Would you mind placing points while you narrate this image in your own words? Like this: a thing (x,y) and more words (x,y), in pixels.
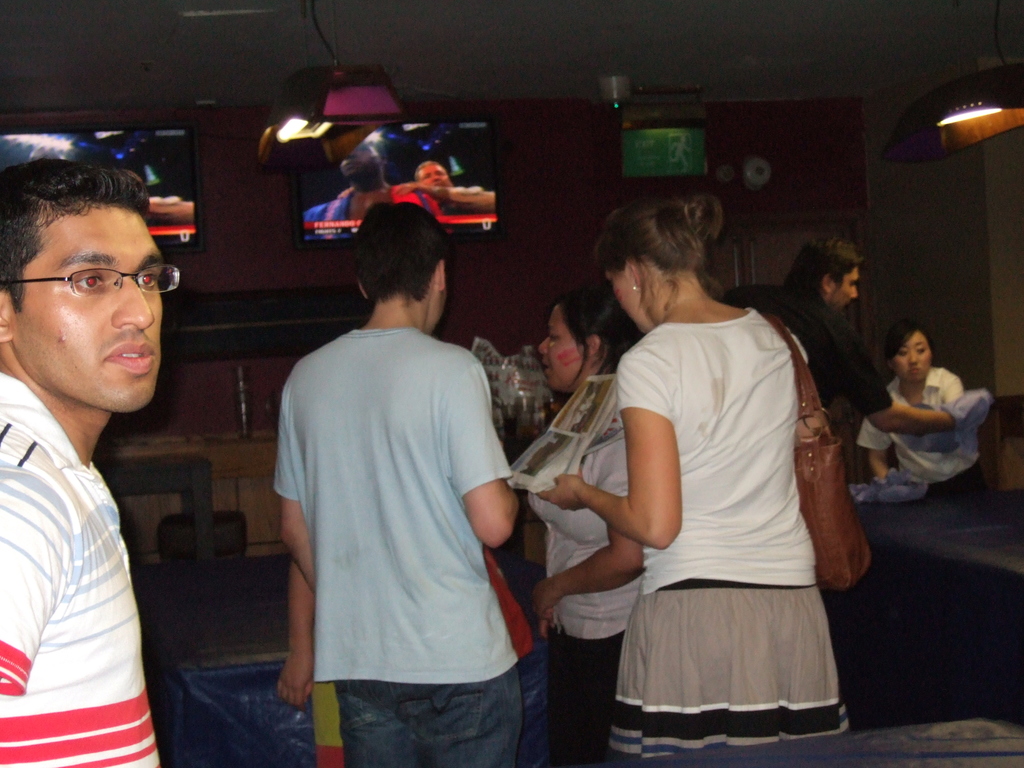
In this image there are group of persons (408,567) standing, there is a woman (734,442) wearing a bag (795,433) and holding an object (593,441), there is a man (70,406) towards the left of the image (82,289), there is an object (833,750) towards the bottom of the image (890,738), there are lights (317,125), there are televisions (389,161), there is the wall (251,229), there are objects (236,311) on the wall (259,283), there are objects (230,584) on the ground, at the top of the image (469,42) there is the roof (528,58).
